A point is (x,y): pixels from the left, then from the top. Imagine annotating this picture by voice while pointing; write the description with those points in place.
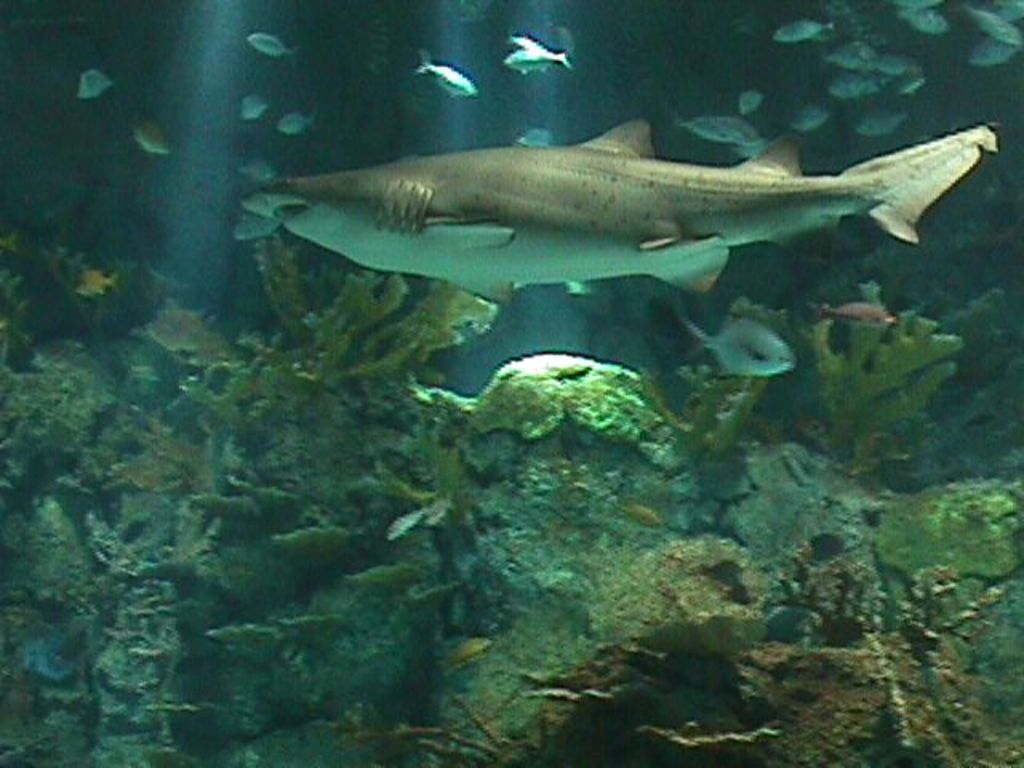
In this image I can see fishes (680,197) in the water (225,124). There are plants (317,533) at the bottom (198,757).
